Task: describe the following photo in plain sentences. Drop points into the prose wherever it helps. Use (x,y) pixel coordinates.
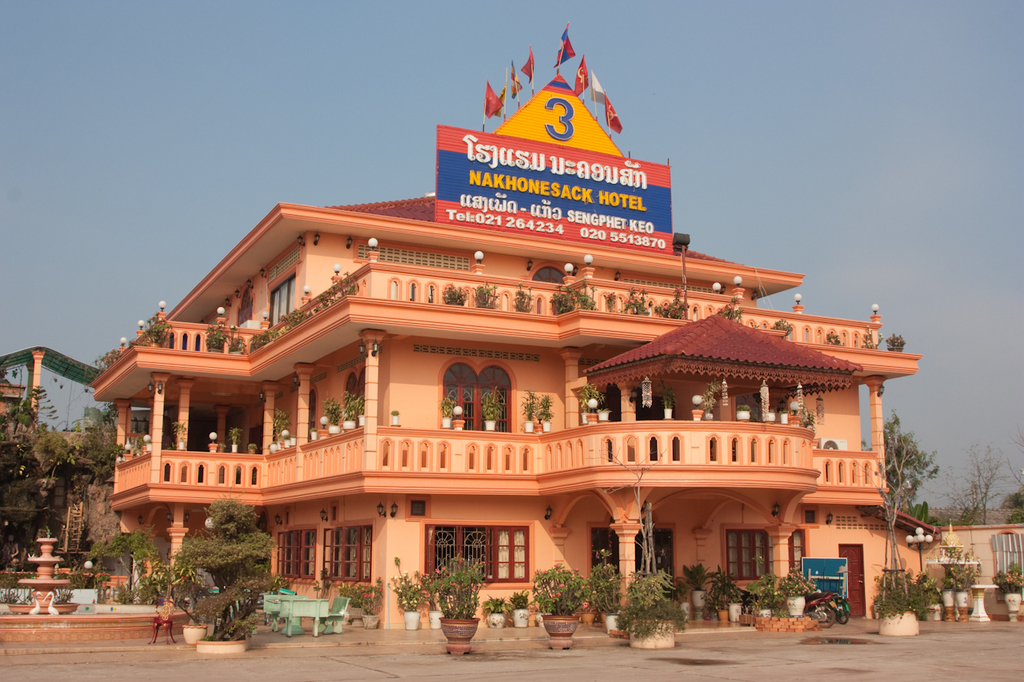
In this image there is a building (284,267) at the center (575,240). On top of the building (459,228) there are flags (616,120). In front of the building (361,565) there are plants (905,575). At the background (911,502) there are trees (135,535) and sky (843,90). Beside the building (207,489) there is a fountain (127,634).
